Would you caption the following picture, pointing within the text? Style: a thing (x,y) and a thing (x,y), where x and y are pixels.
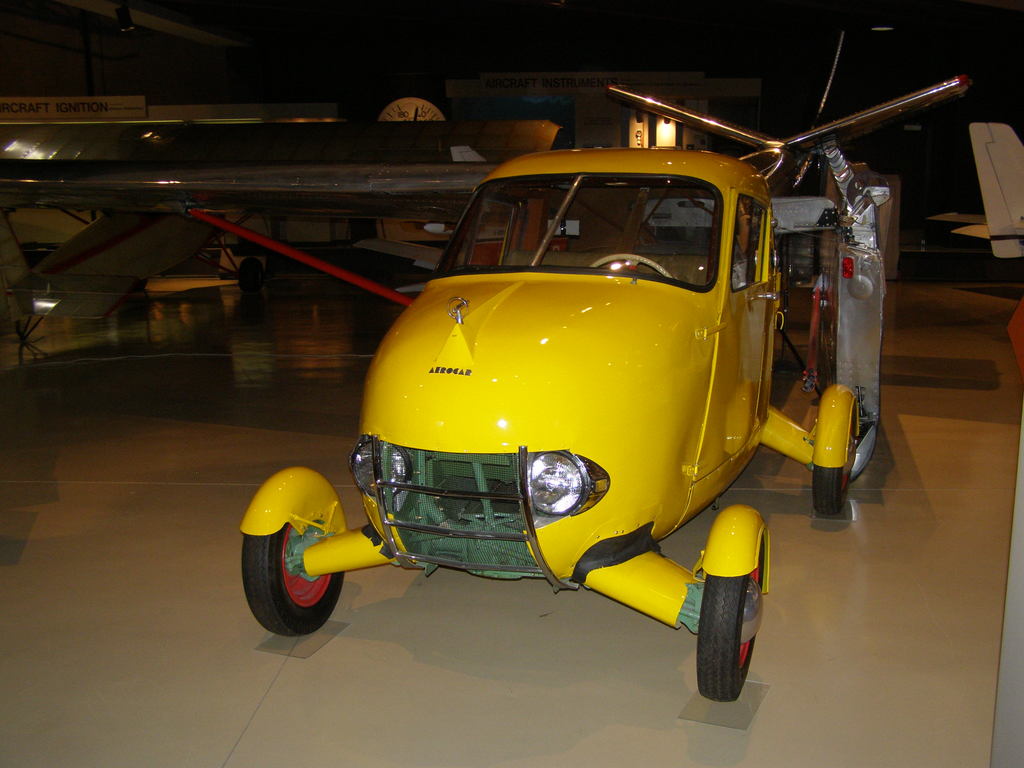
Here we can see aircraft (118,161). This is tile floor (501,609). Background (520,77) we can see board (599,89), lights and clock (413,113).
